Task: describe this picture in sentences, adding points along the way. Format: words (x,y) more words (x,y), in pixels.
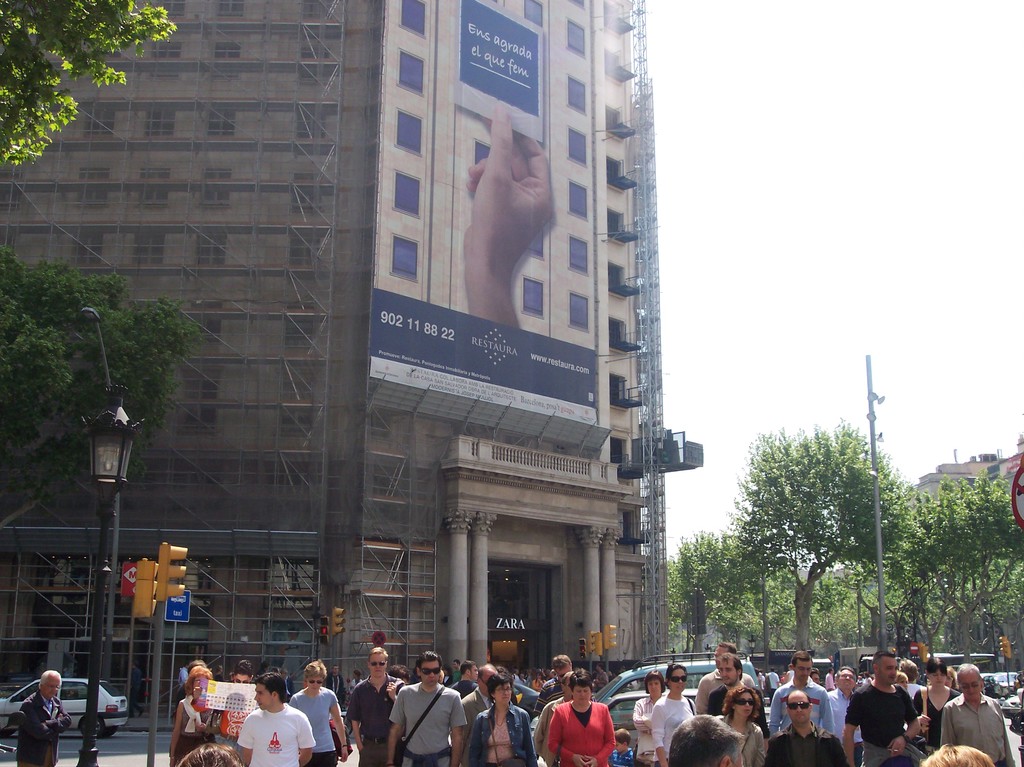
In this picture we can see group of people (720,671), few people (433,707) wore spectacles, behind to them we can find few poles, lights (155,594), sign boards (134,579) and vehicles (108,688), and also we can see few buildings (609,560), trees (774,574) and a hoarding (442,278).
